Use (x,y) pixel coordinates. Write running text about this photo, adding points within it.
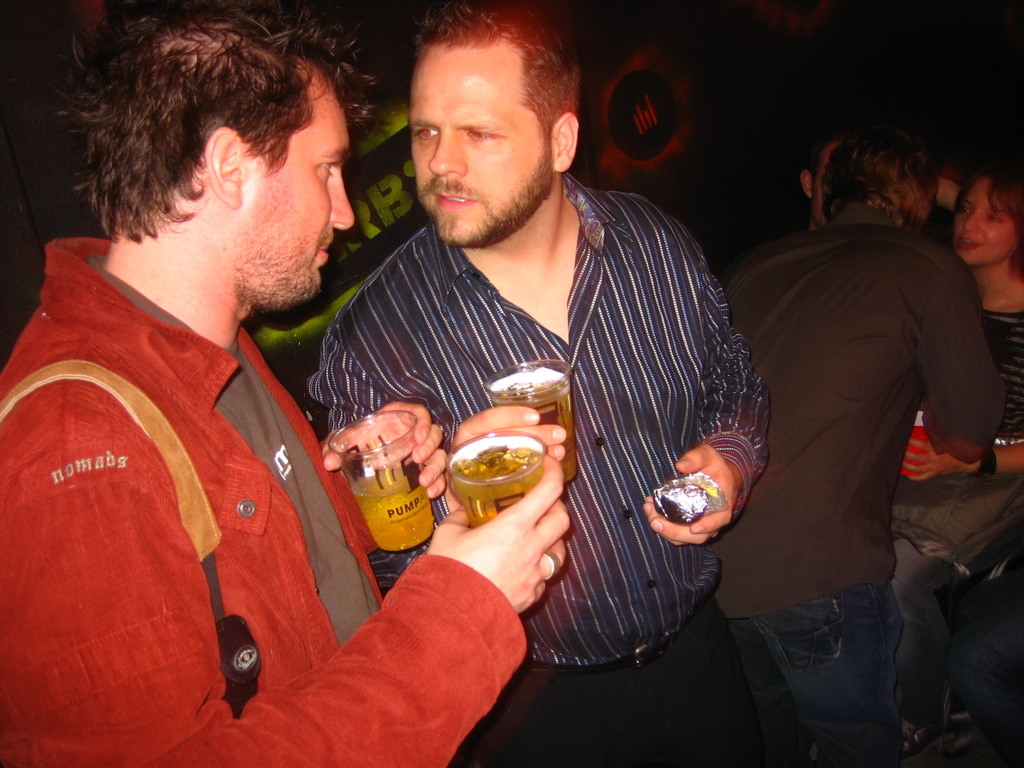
In front of the image there are two people (28,546) holding the beer cups (364,503). Beside them there are a few other people (865,635). In the background of the image (623,160) there is a wall (607,143).
